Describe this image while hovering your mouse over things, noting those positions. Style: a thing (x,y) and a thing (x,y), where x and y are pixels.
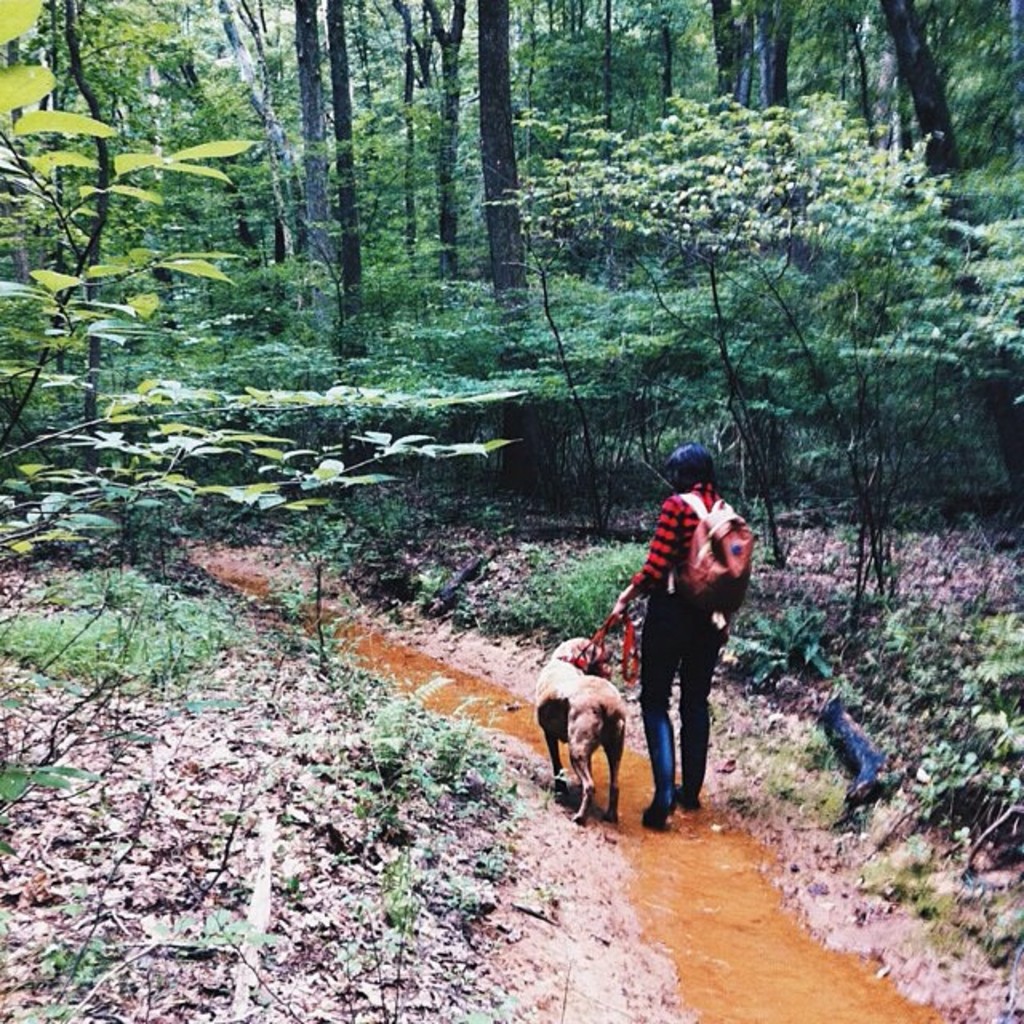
The woman (681,653) in red shirt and black jeans (688,702) who is wearing backpack (697,577) is holding a dog (567,673) on a leash (602,635) in her hands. She is walking in the water (526,722) with the dog (585,697). On either side of the picture, we see plants (932,705) and twigs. There are trees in the background (365,310). This picture might be clicked in the forest (414,597).
